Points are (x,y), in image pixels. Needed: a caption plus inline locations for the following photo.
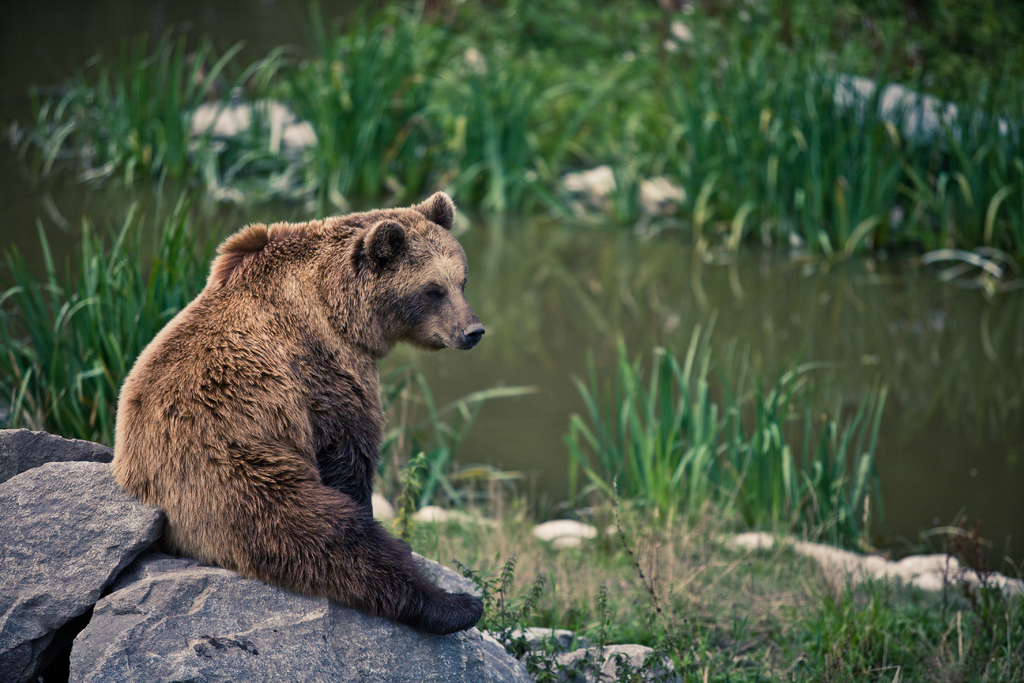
We can see bear (264,532) sitting on the stone (134,580). Background (717,78) we can see water (786,278) and grass (703,65).
